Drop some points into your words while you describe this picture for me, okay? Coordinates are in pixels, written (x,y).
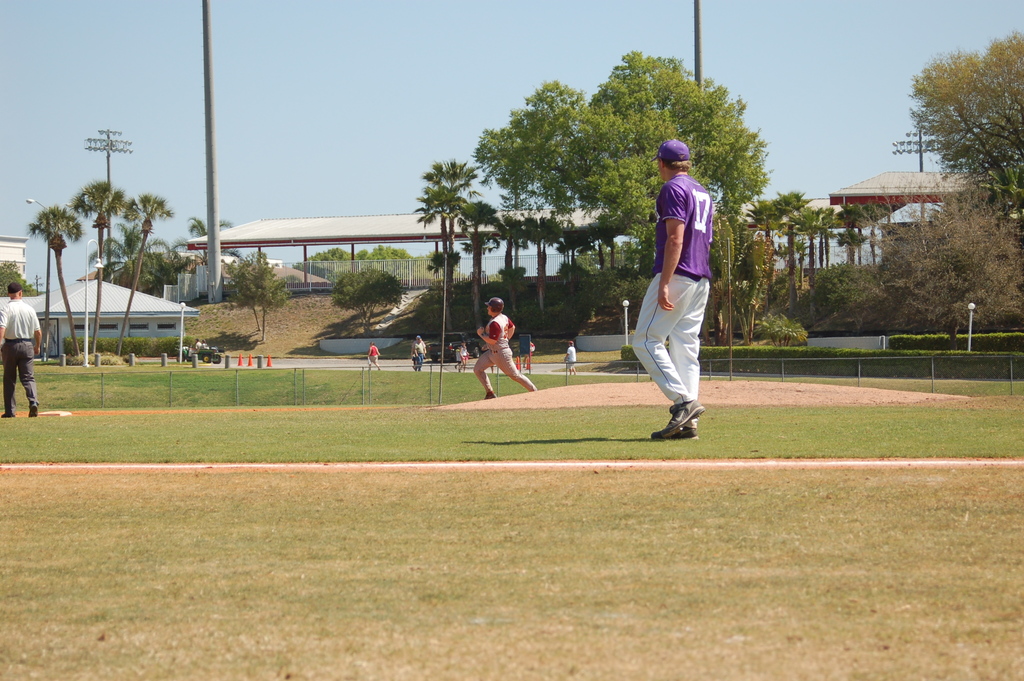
In this image, we can see people (656,236) and some are wearing caps (498,309) and in the background (349,388), there are poles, a fence (239,381), sheds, trees (714,180), lights (115,150), traffic cones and some vehicles (449,337) on the road (273,363). At the bottom (355,579), there is ground (537,571) and at the top (312,78), there is sky (285,75).
